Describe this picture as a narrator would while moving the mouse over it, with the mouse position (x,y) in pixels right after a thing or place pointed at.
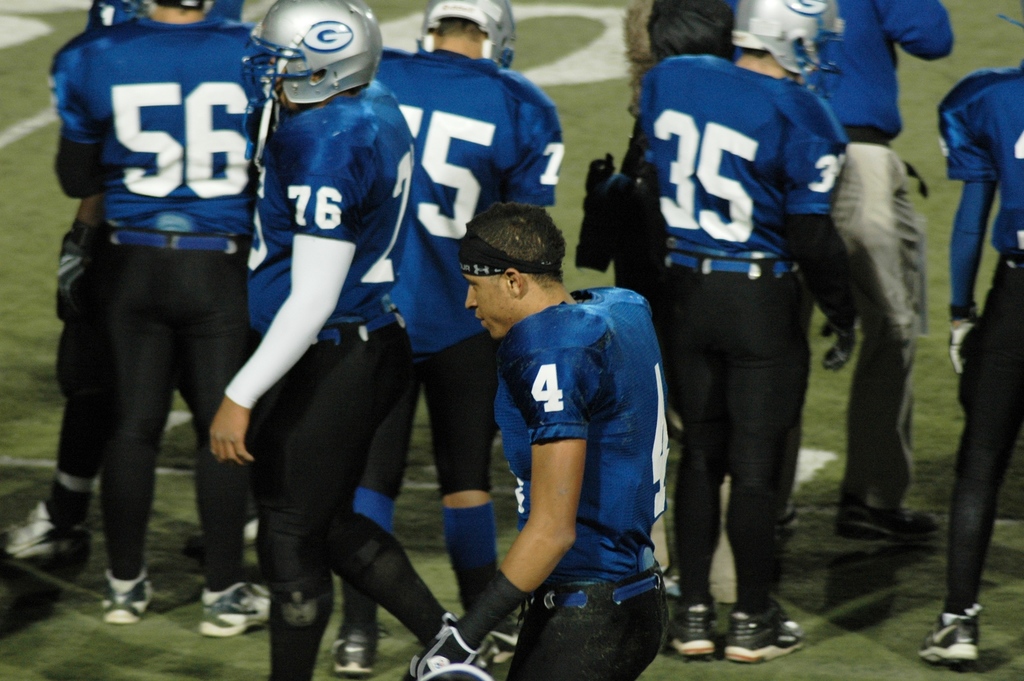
In the picture I can see a group of sportsmen (681,120) standing on the green grass (433,575) and I can see a few of them wearing the helmet (328,73) on their heads (799,35).
